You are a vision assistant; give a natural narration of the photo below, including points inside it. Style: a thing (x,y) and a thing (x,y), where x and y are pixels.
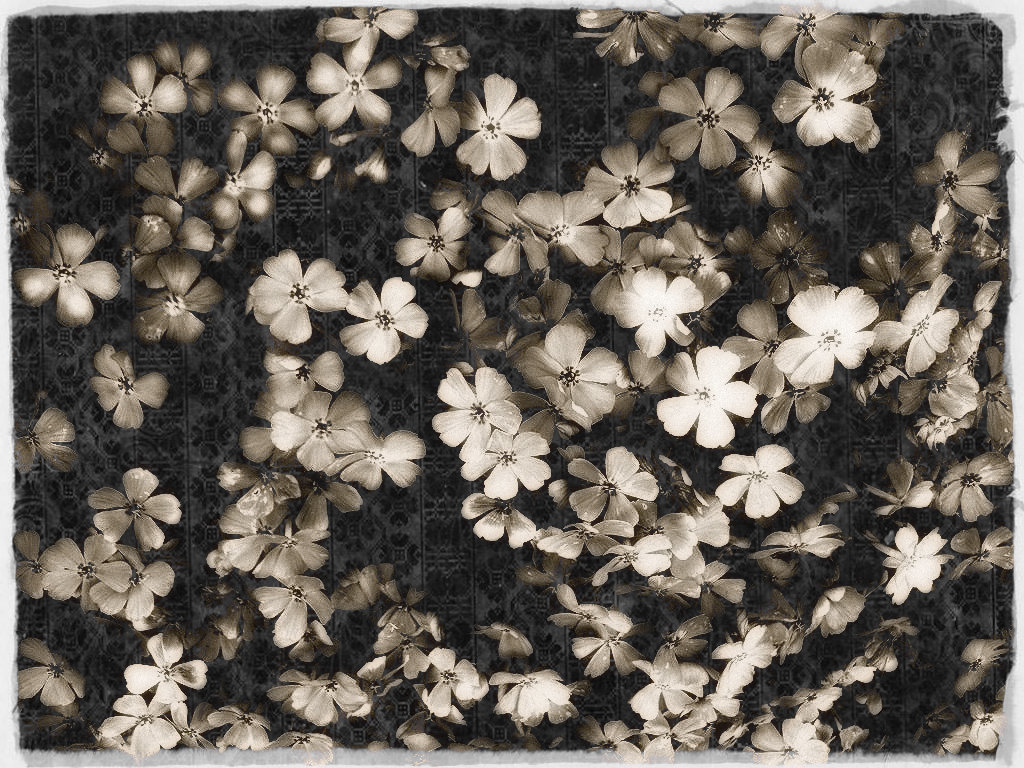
In this picture I can observe a cloth (741,419) which is in black color. I can observe white color flowers design (332,437) on the cloth (243,422).
